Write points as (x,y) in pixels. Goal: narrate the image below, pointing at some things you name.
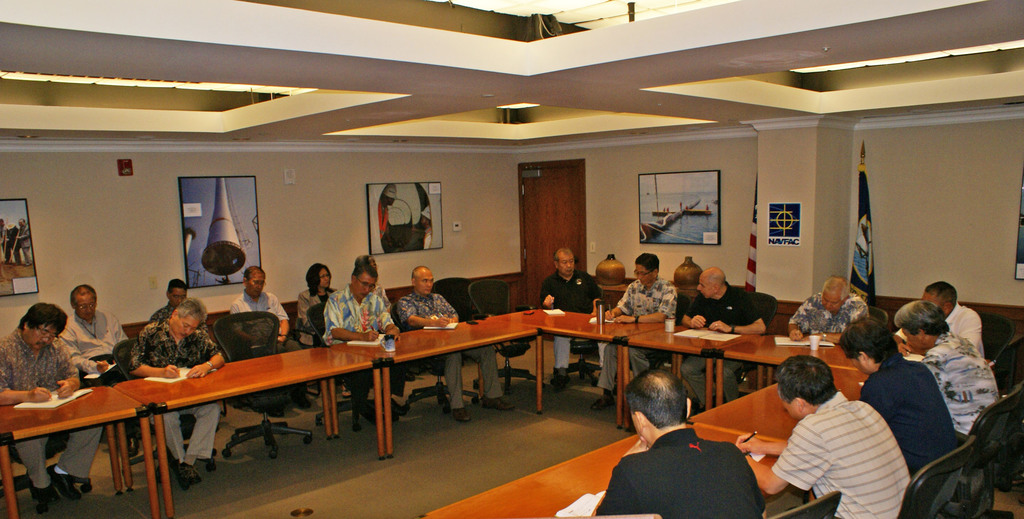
There are many people (621,308) sitting on chairs (1002,456). There are many tables (491,335). On the tables (287,363) there are books (76,396) glasses (668,324). Some people (639,308) are writing on the books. In the background (921,241) there are wall (473,226). On the wall (90,258) there are many photo frames (426,220). Notice (791,224) pasted on the wall (764,238). There is a door (561,207). And there are two flags (865,249).
